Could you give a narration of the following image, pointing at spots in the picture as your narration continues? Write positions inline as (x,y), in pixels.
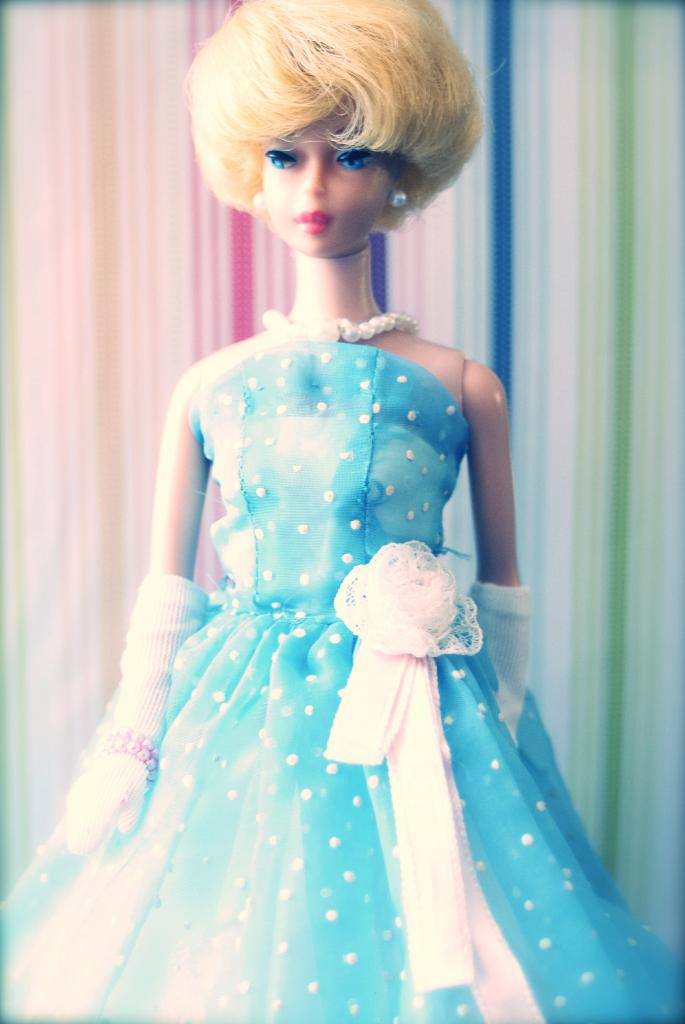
This picture contains a barbie doll (276,454) in blue dress (316,708). In the background (196,250), it is colorful.
